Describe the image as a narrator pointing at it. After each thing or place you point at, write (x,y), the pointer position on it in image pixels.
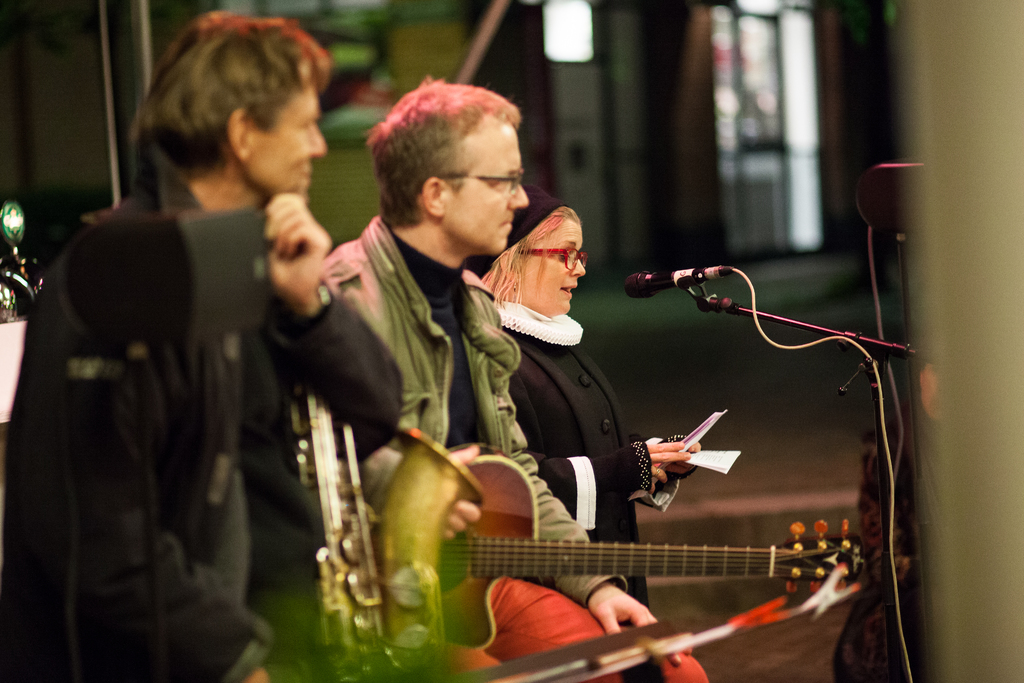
there are two men (364,318) and one woman (615,456), a man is holding a guitar (489,533) and a woman (585,362) is singing in a microphone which is in front of her.
